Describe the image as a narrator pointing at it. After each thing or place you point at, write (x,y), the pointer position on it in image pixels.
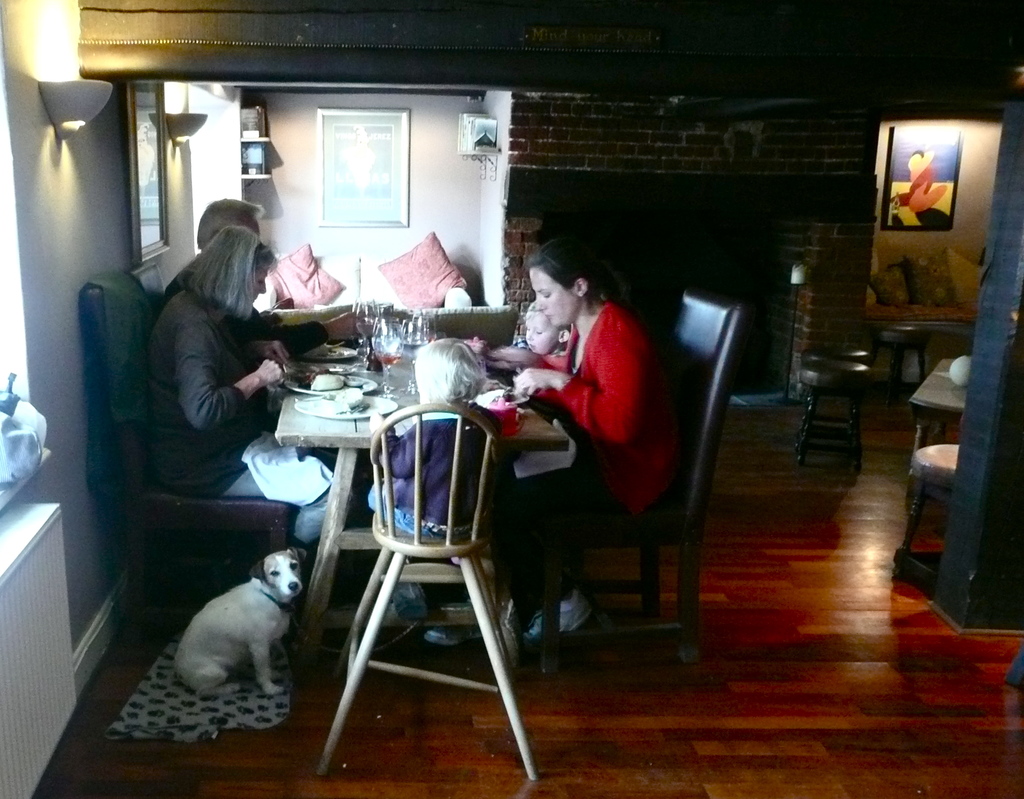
In this image there are three persons (274,362), two children (395,516) sitting on the chair (418,570). On the table (320,427) there is a plate (343,415), spoon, glass (377,337). There is a couch (402,306) and a pillow (415,258). On the floor (272,730) the dog (266,689) is sitting. There is frame (924,216) attached to the wall (968,203).
